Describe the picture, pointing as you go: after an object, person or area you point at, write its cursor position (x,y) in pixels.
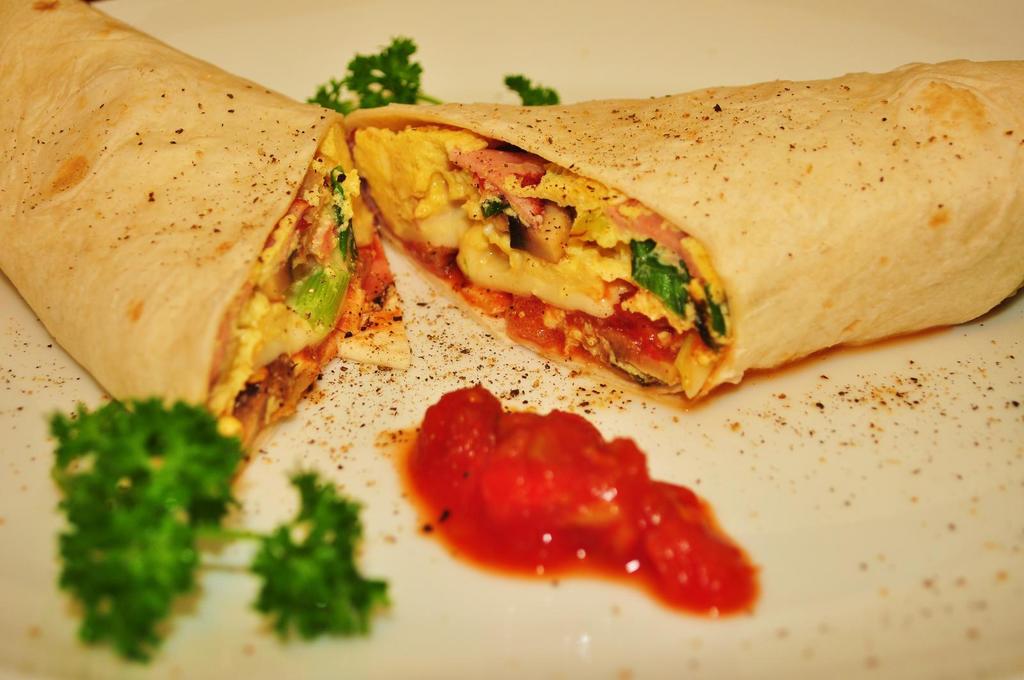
In this image there is some food (854,268) on a plate (548,382) having some sauce (529,501) and leafy vegetable (276,572) are on it.
